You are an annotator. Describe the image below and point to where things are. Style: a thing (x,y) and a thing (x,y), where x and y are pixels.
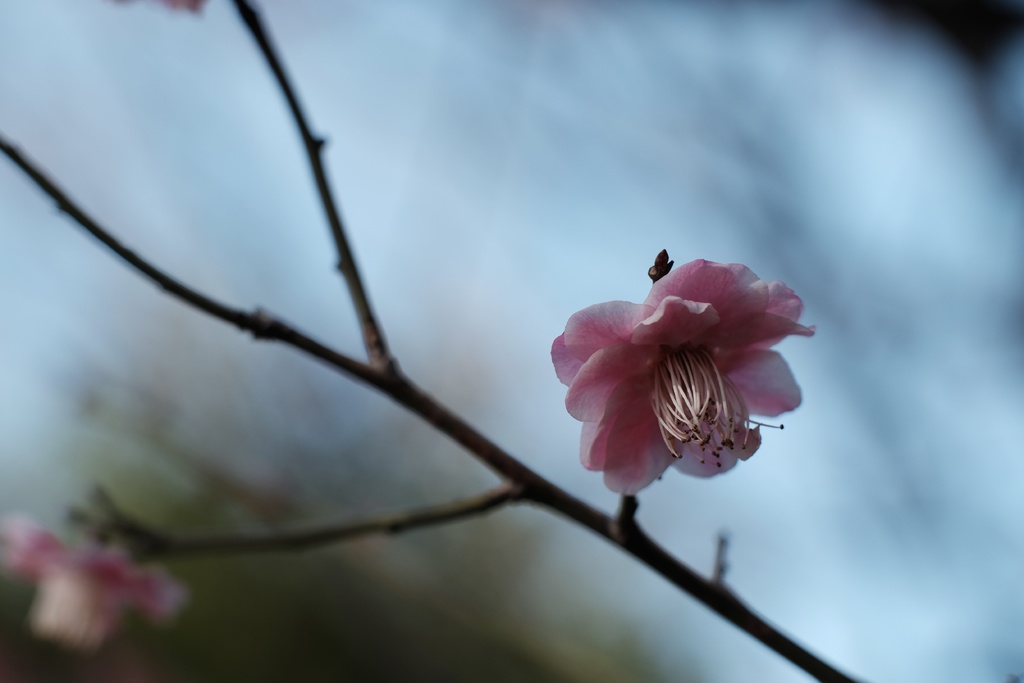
In this picture we can see a few flowers (63,580) and stems (437,521). Background (509,354) is blurry.
